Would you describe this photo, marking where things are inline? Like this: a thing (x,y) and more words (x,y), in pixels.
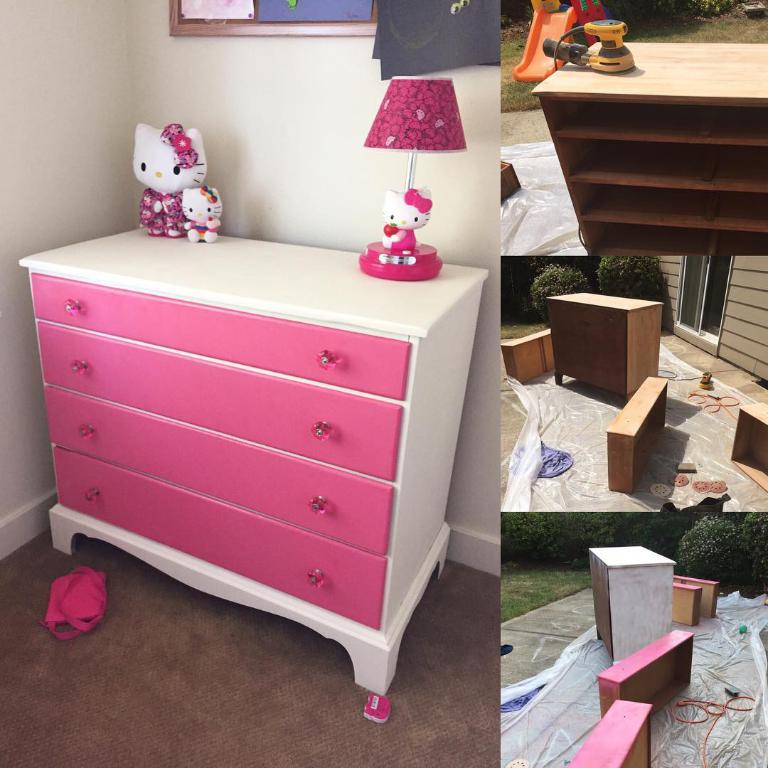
In the middle of the image (310,270) there is a table (150,362) on the table (425,312) there is a lamp (413,248) and there is a toy (146,216). Behind the table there is a wall (205,51) and it is a collage picture. In the image there are few plants (570,518) and trees (616,526) and there is a grass (541,579).
